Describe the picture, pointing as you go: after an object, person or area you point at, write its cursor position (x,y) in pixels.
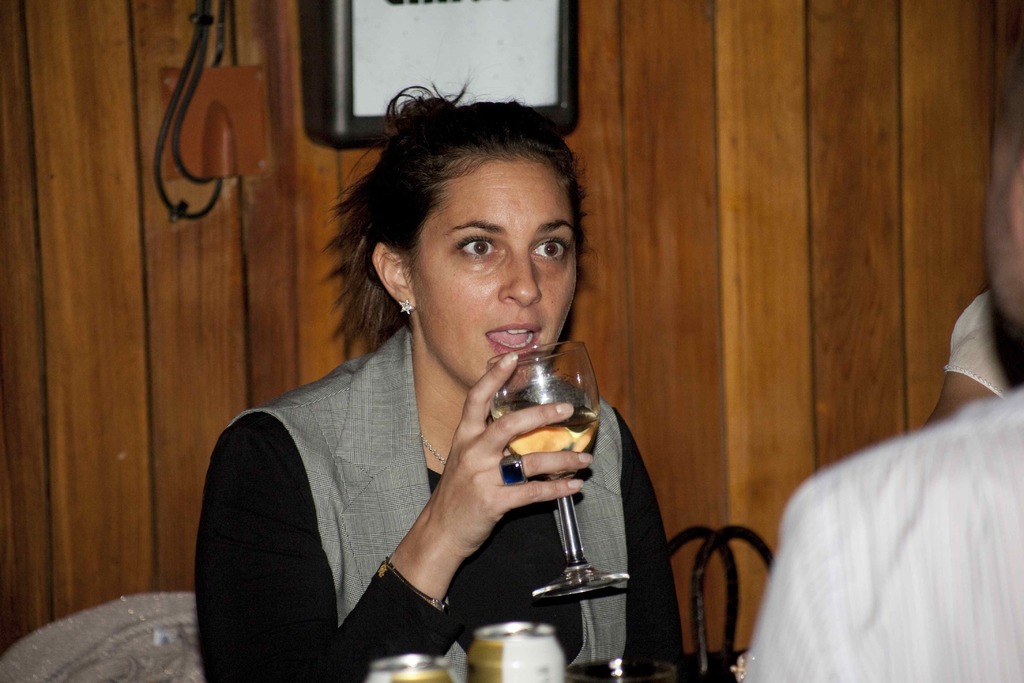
This Picture is mainly highlighted with a woman (505,436) and she is holding a drinking glass (560,476) in her hand (555,490). At the right side of the picture (918,482) we can see partial part of a man (962,518).
